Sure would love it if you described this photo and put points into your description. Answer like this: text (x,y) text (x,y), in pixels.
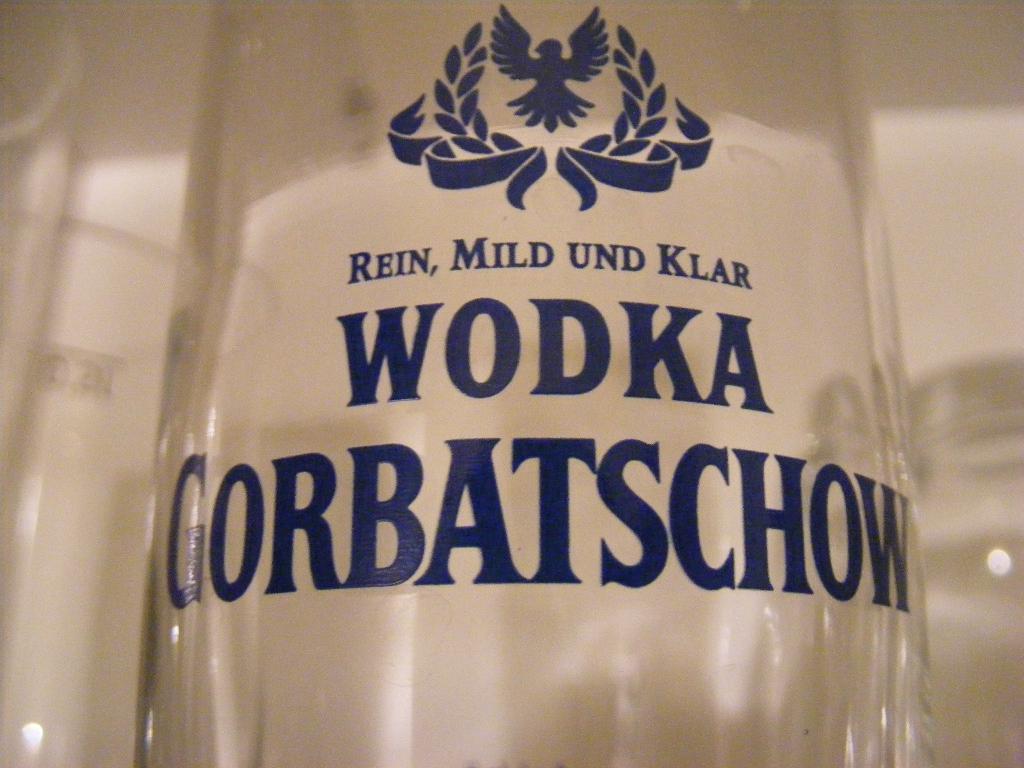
In this image I can see a glass (481,565).
